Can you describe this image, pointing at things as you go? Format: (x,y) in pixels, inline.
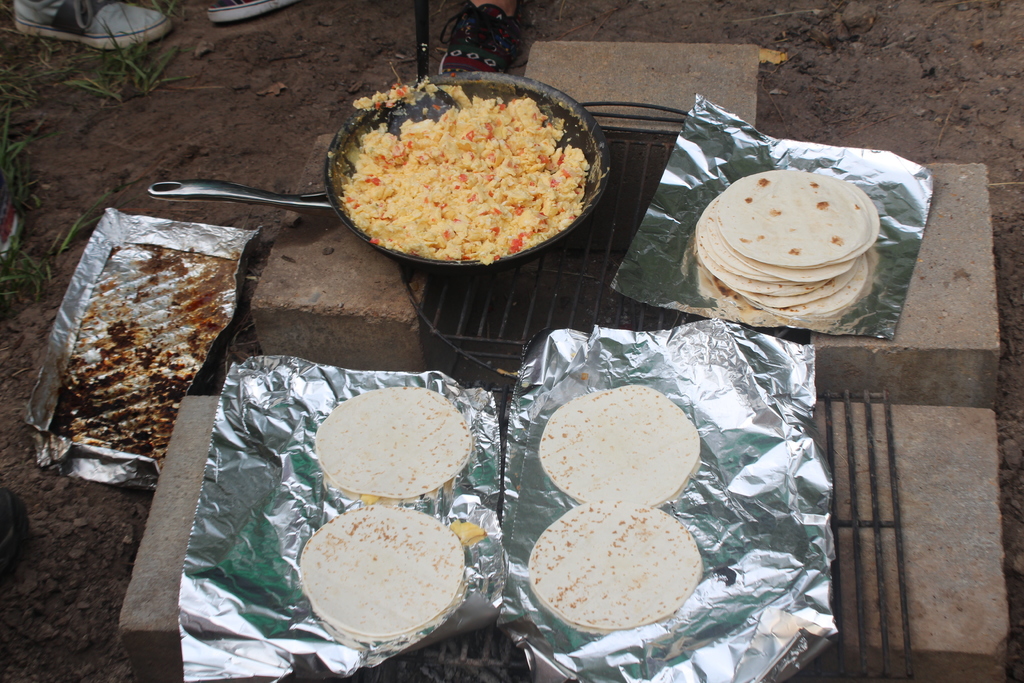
In this image there are a few food items (577,489) are arranged on the bricks (175,562), there is a pan (358,231) with some food (443,161) in it. At the top of the image (215,4) we can see the shoes (480,14) of two people (105,19).
